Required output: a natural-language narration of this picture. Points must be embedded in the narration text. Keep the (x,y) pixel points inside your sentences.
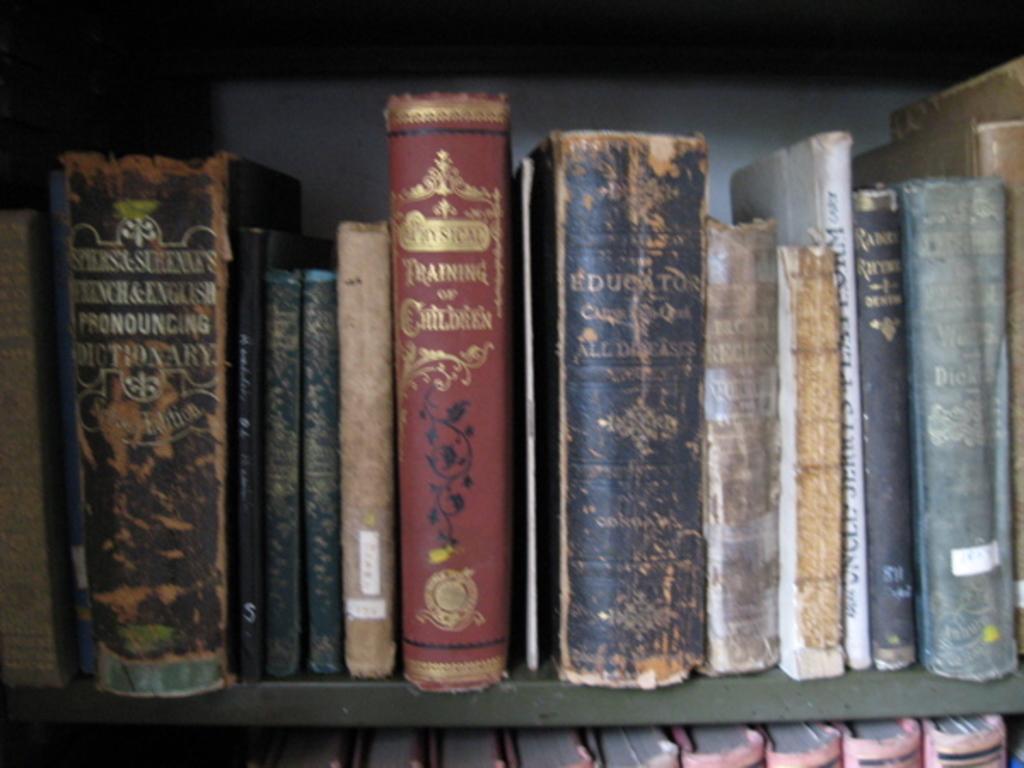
In this image we can see a group of books (507,448) placed in the shelves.
